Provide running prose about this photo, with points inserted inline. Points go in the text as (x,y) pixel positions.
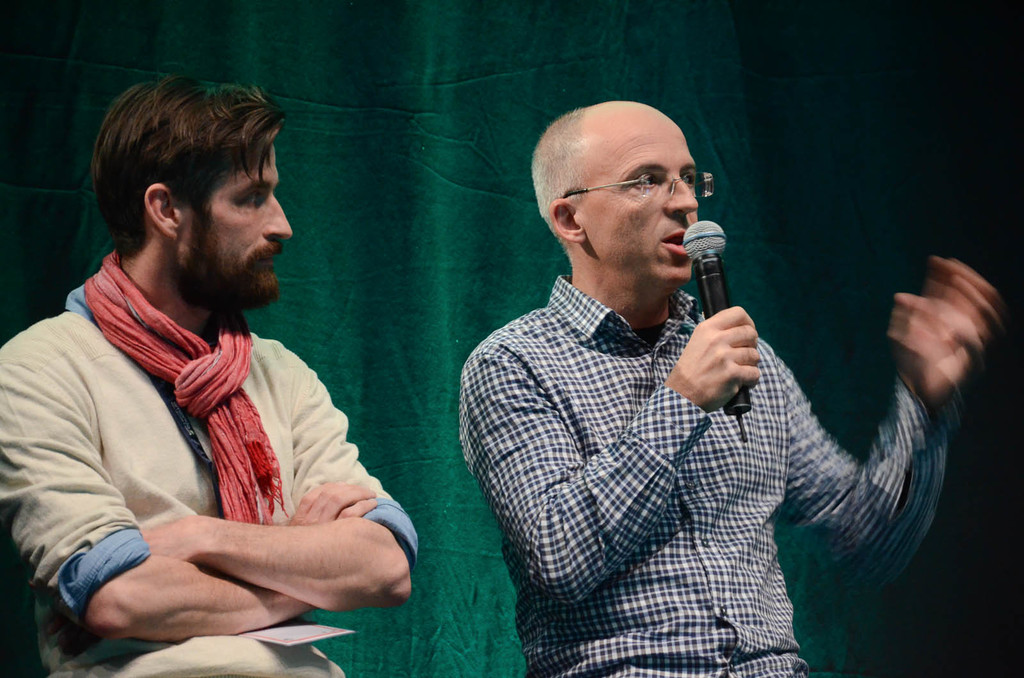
This image consists of two persons (301,490), one is standing on the left side (225,506) and the other one is standing on the right side (735,525). The one who is on the right side (757,486) is holding mic (722,259) and talking something. He is wearing black and white shirt (710,502). the one on the left side (238,458) is wearing a scarf (264,487). There is a green color cloth (422,255) behind them.
